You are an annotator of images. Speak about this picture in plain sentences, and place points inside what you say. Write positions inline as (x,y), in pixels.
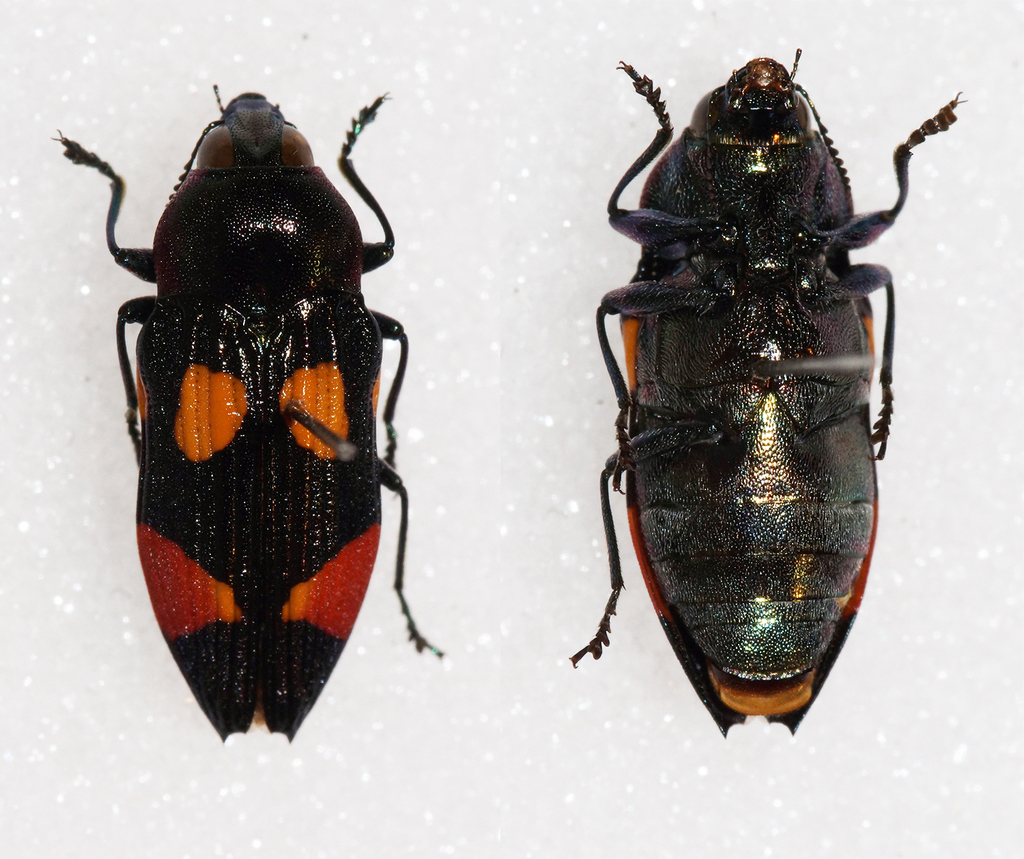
In this image we can see two insects (315,378) and a white background (467,138).
